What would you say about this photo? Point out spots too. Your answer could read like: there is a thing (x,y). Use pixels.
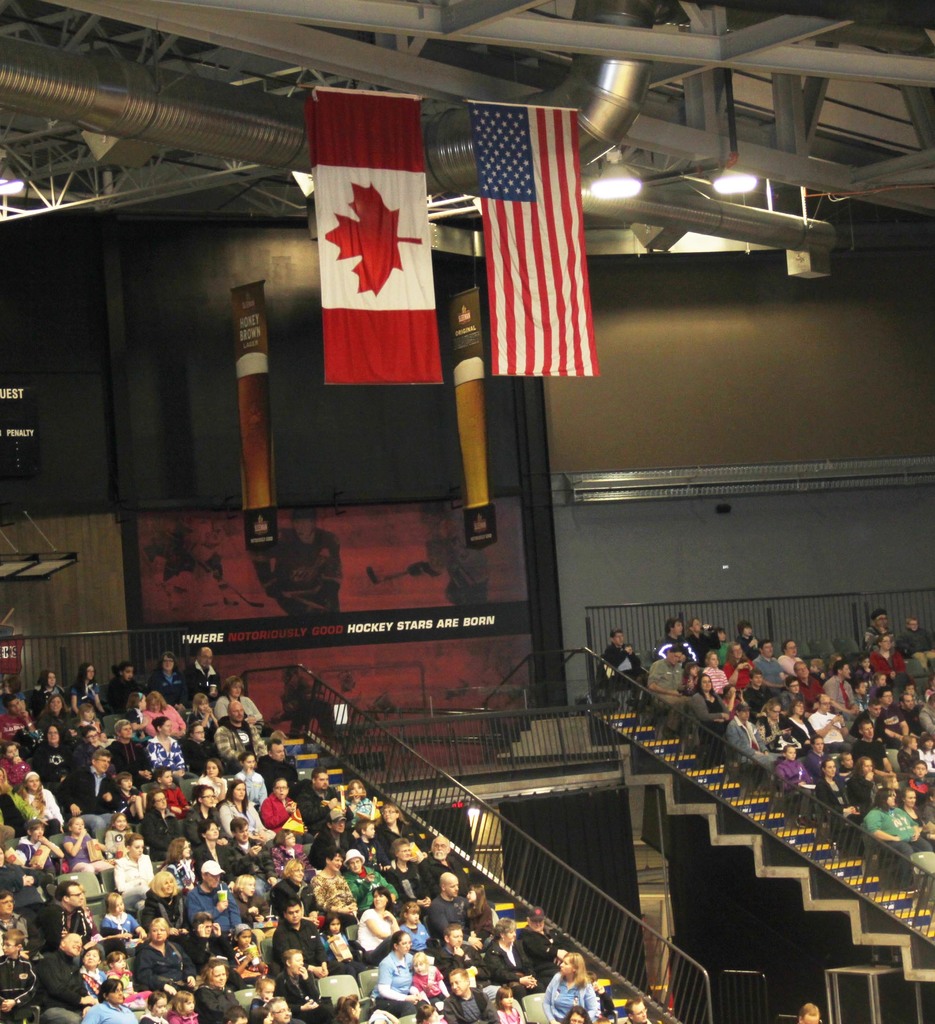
In this image we can see some group of persons (233,832) sitting in a row on stairs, there is fencing (34,677) and in the background of the image (375,575) there is sheet (500,509), some flags (519,132) and top of the image (486,24) there are some vent pipes (19,62), lights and roof (150,173).
